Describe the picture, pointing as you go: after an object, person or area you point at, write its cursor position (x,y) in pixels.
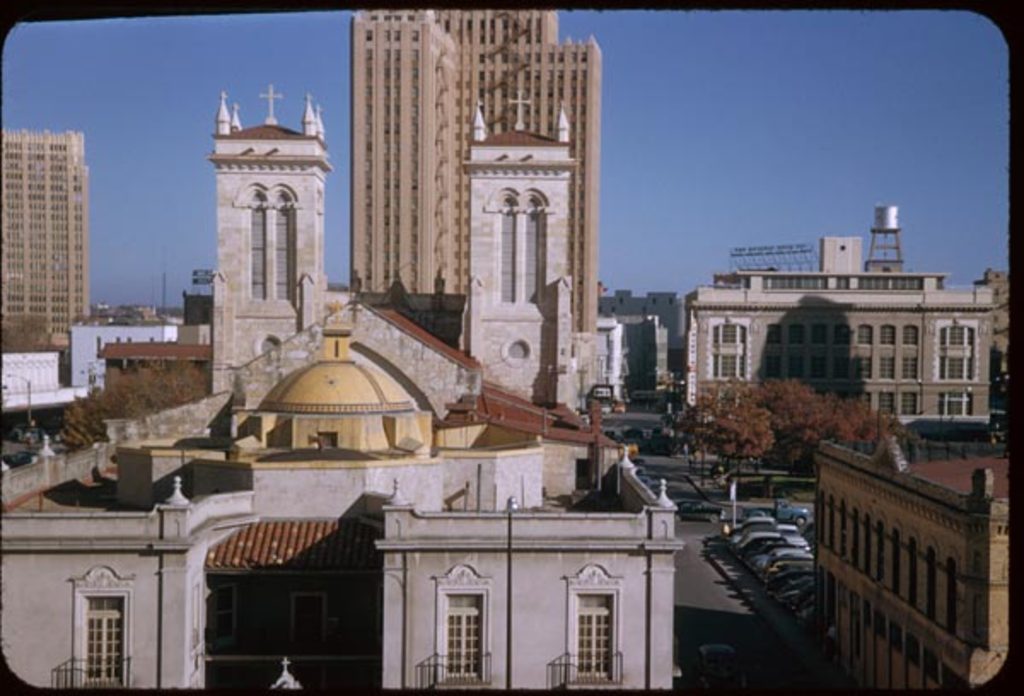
In the image there are many buildings (598,549) with walls (567,644), windows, balconies (566,667) and roofs (522,510). Also there are poles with light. There is a road (720,568) with few vehicles (757,552). At the top of the image (729,77) in the background (204,107) there is a sky (645,57).
